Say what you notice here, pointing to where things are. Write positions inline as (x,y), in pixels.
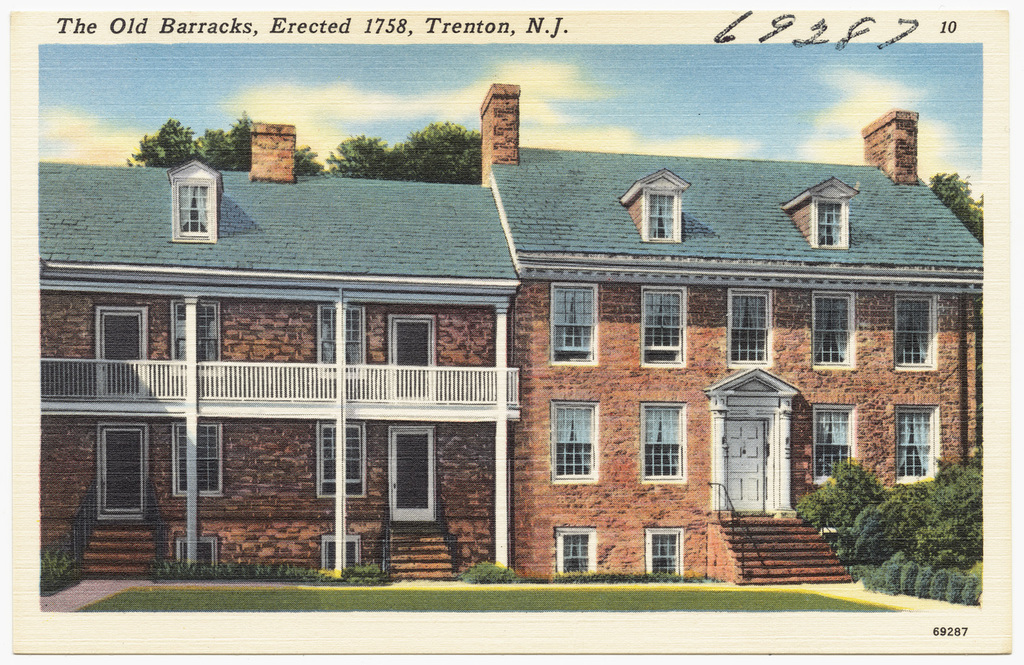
This looks like a poster. I think these are the houses (404,345) with the windows (911,326) and doors (747,431). I can see the stairs (413,548) with the staircase holders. These are the trees (974,488) and bushes (915,585). This looks like a grass (705,604). Here is the sky (673,83). These are the letters (82,29) in the image.
